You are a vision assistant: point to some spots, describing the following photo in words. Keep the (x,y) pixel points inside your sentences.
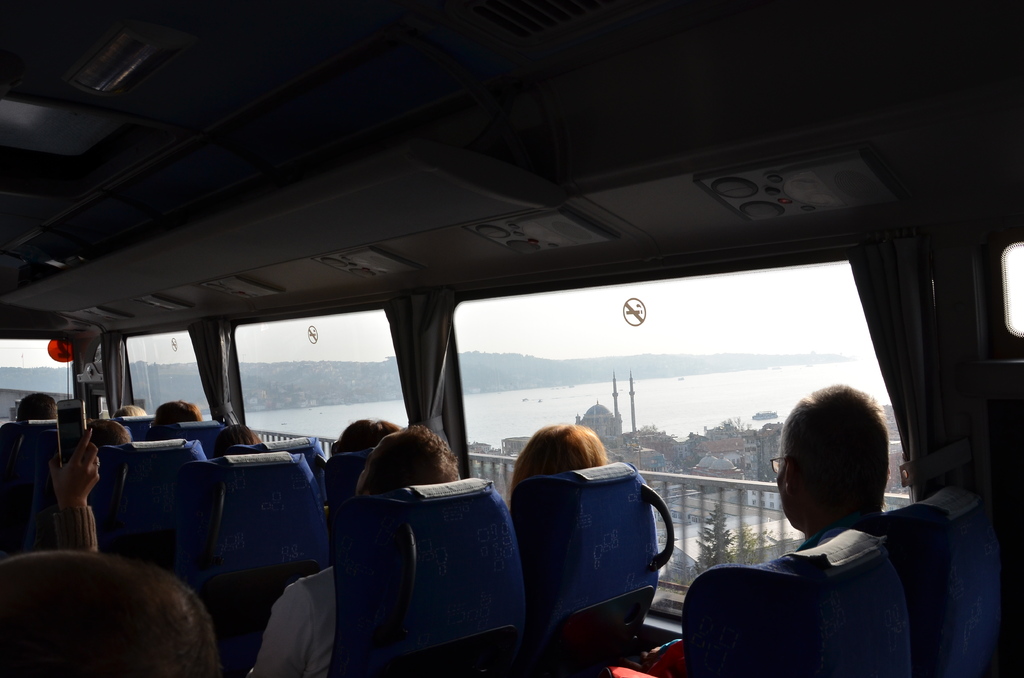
This is the inside view of a bus (230,476) where we can see seats (238,536), people (94,454) and windows (355,405). There is a person (86,440) holding a mobile (70,430) on the left side of the image (80,514). Behind the windows (310,383), we can see buildings (616,415), water body (569,393), greenery (390,384) and the sky (540,309).
